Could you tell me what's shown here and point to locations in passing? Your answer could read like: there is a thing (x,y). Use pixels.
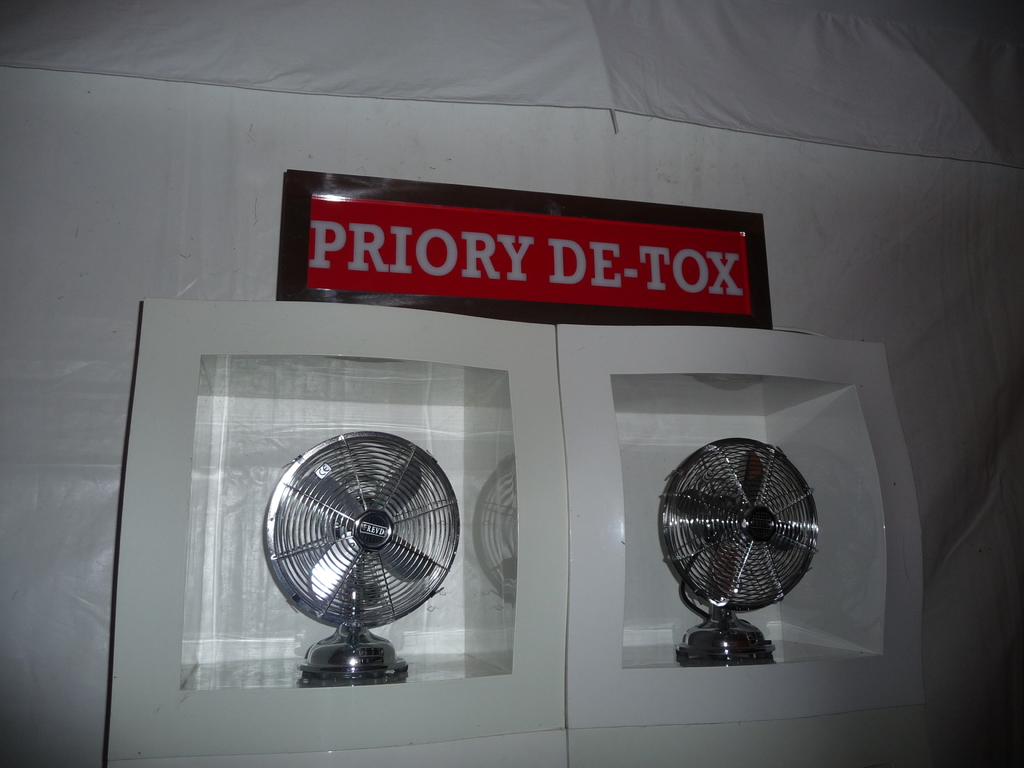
In this picture we can see couple of fans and a tent (635,129).
